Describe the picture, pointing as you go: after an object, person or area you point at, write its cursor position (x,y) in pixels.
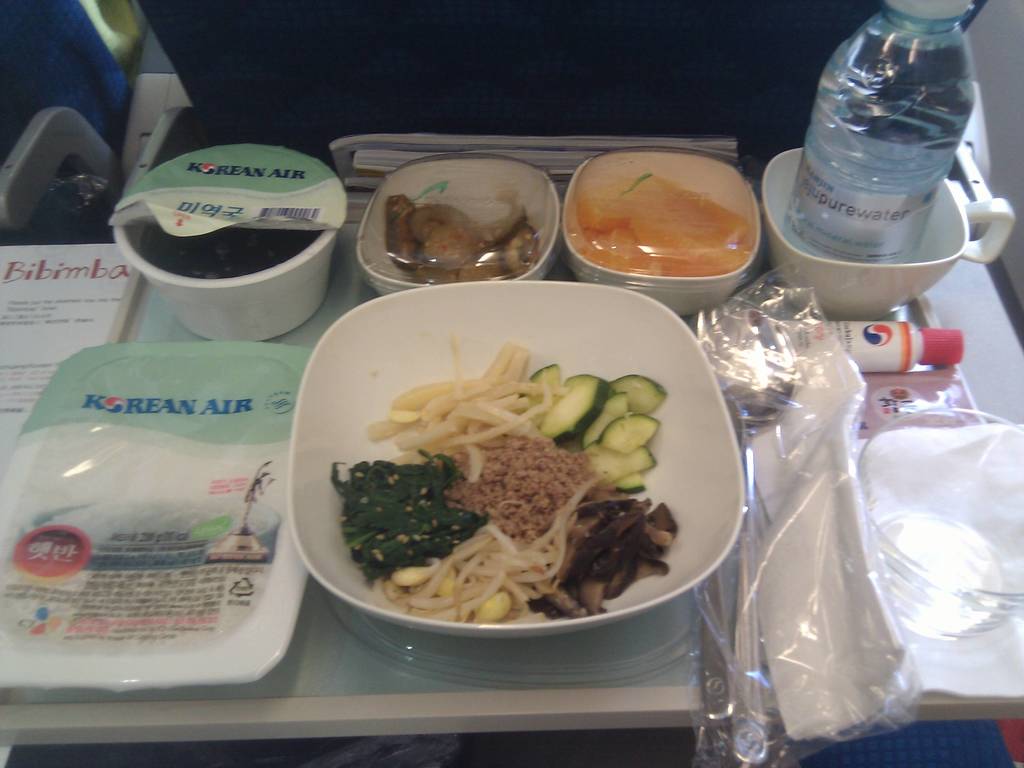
In the image we can see there are bowls (719,526) and food item (491,450) in the bowl (531,515). Here we can see a water bottle (842,130) kept in the bowl (797,257) and there are spoons (755,634) wrapped in a plastic cover (745,673). Here we can even books (358,154).
